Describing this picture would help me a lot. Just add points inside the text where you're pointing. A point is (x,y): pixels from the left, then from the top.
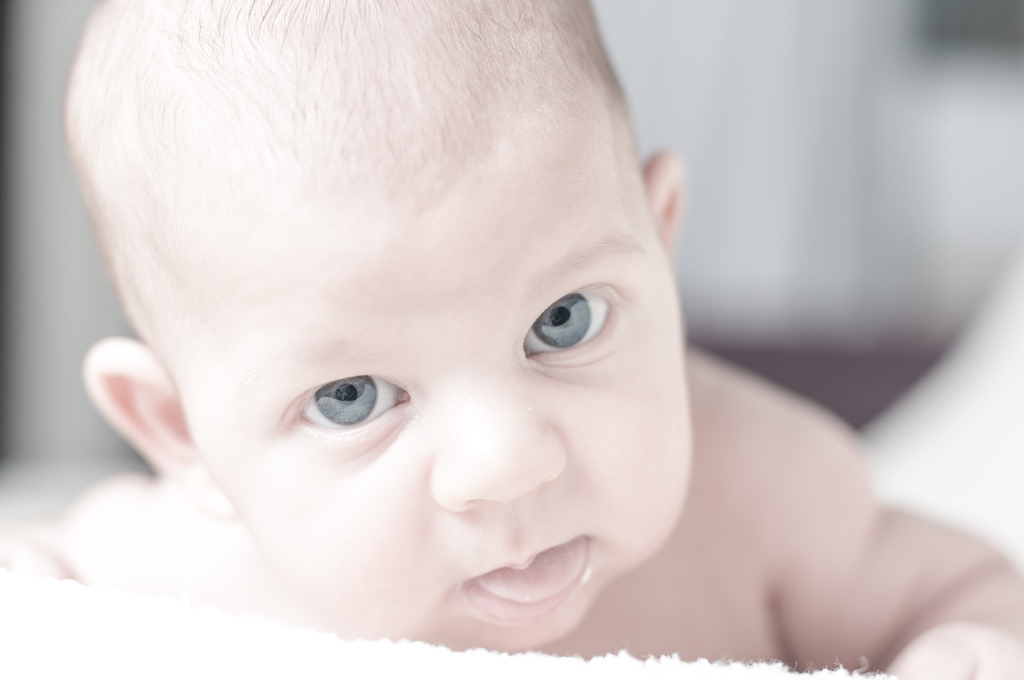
In the picture we can see a baby (992,596) lying on the white cloth (669,666).
